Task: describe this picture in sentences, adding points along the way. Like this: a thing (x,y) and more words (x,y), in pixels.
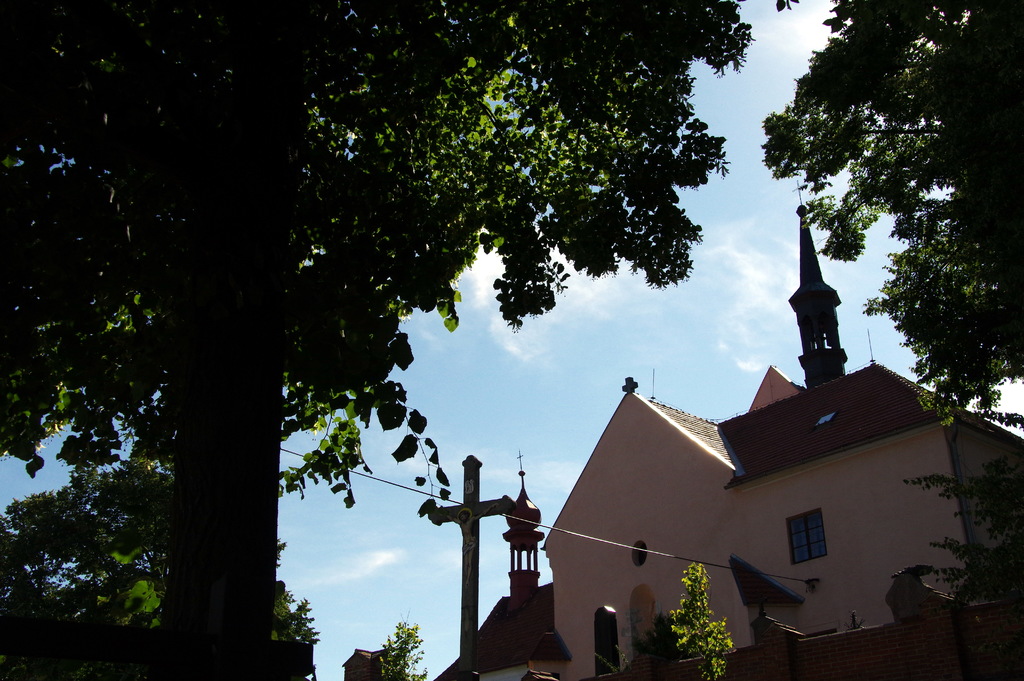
In the image there is a church (763,580) and around the church (713,585) there are few large trees (210,500). In the background (553,413) there is a sky (537,498).
